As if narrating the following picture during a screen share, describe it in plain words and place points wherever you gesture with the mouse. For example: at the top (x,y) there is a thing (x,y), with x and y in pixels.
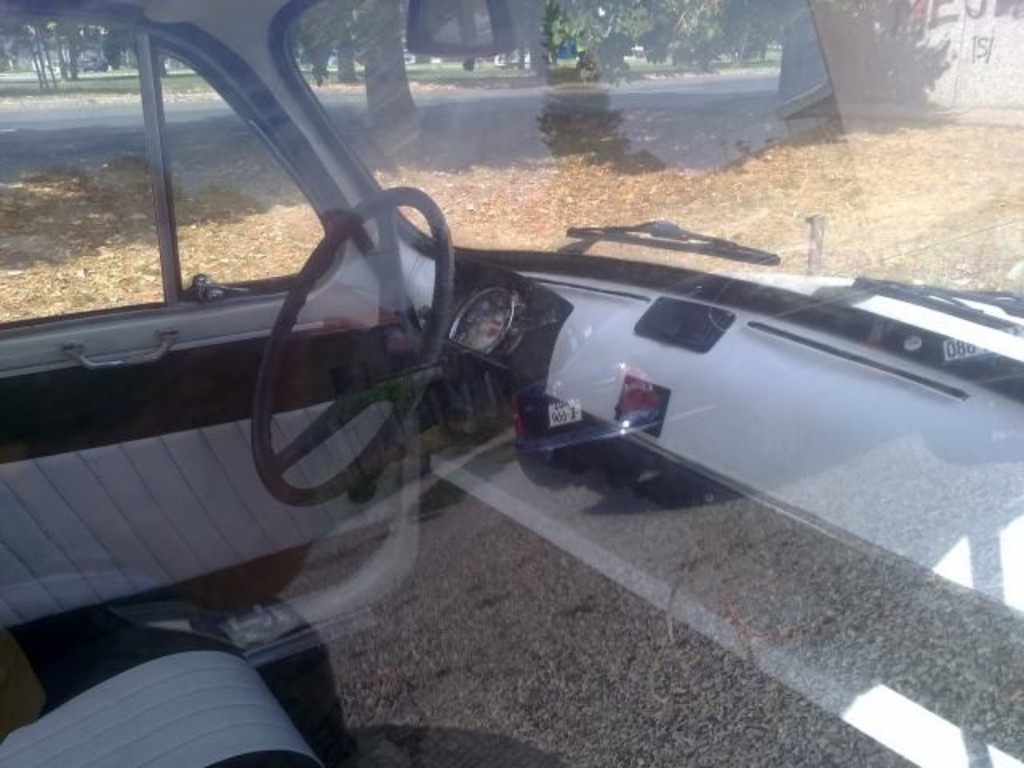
In this image I can see the interior (423,412) of the car (413,430) through the window (438,517) of the car (422,496). I can see the steering (444,334), speedometer (474,339) and the dashboard (562,394) of the car (728,426). I can see the wipers (741,252) and the windshield (769,133) through which I can see the ground (744,231), the road (123,114), few trees (400,70) and few other objects (831,21).
